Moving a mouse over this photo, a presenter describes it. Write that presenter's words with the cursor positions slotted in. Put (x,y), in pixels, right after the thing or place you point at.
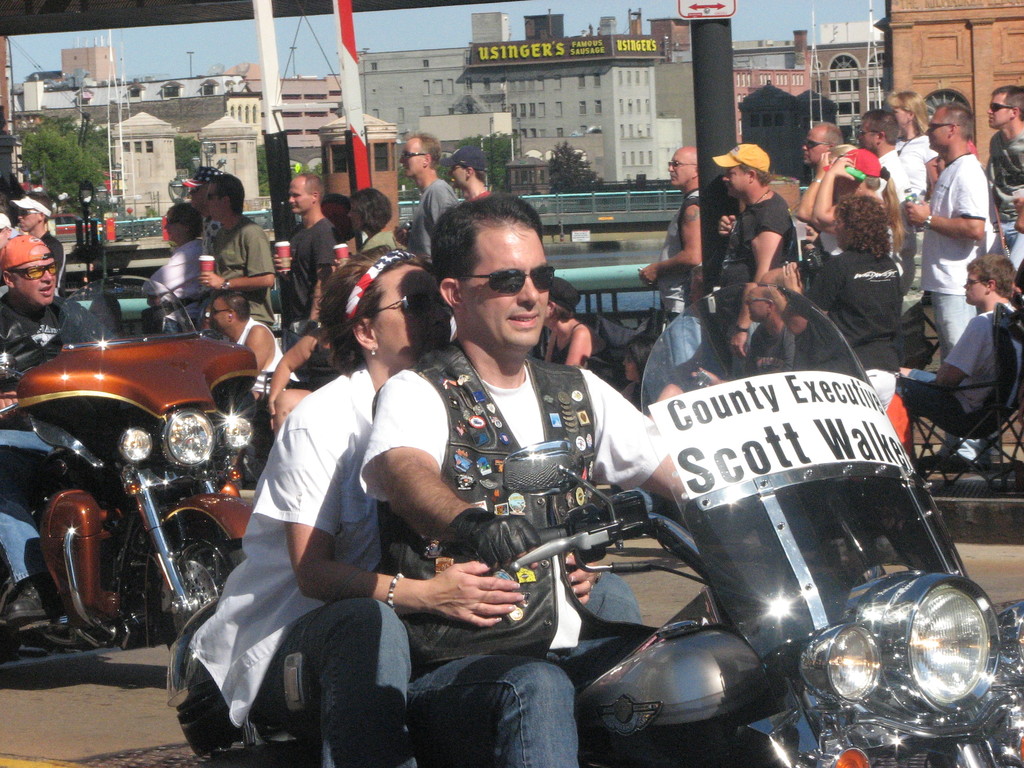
In this image i can see a man (455,386) and woman (322,423) riding bike (692,515) on road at the back ground (752,237) i can see few other people (748,251) standing, car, and a building (557,138).
